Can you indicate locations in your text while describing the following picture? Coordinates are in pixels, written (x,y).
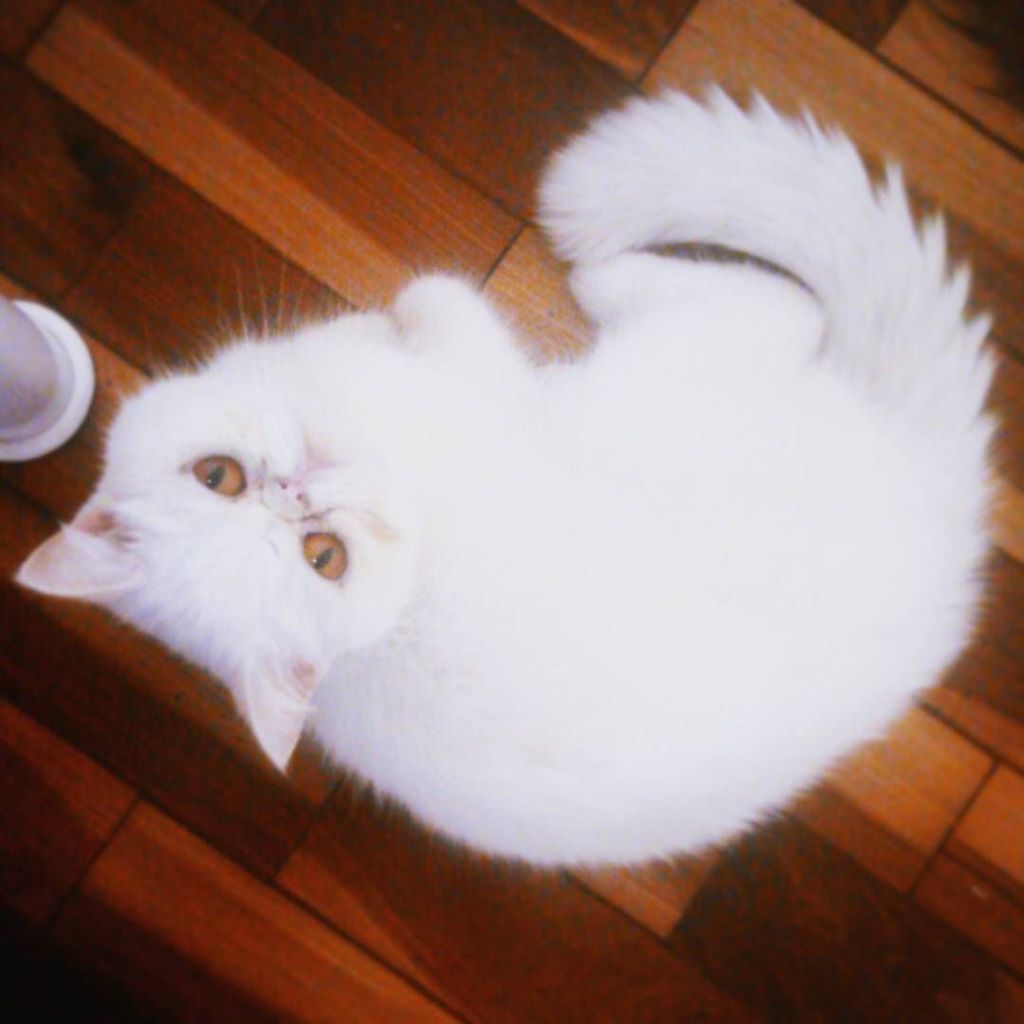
Here in this picture we can see a white colored cat (357,489) present on the floor (43,618) over there.
